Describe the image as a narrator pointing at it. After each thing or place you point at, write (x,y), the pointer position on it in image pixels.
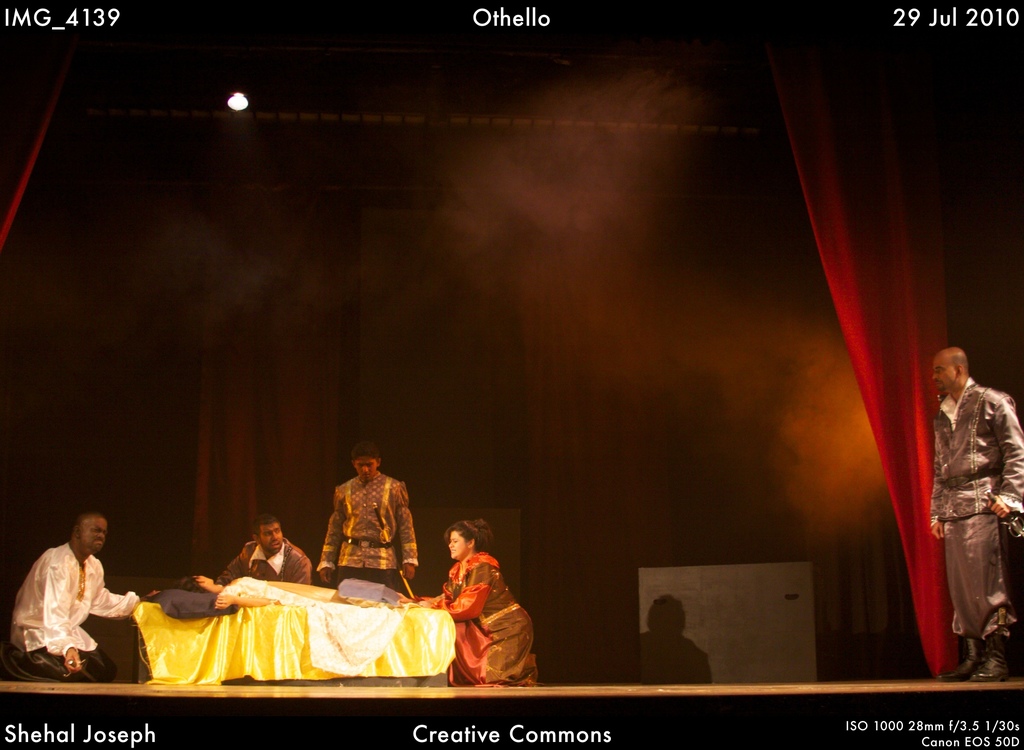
In this image there are few persons (958,547) performing an act on a stage (752,685), at the top (914,23) and bottom there is some text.
